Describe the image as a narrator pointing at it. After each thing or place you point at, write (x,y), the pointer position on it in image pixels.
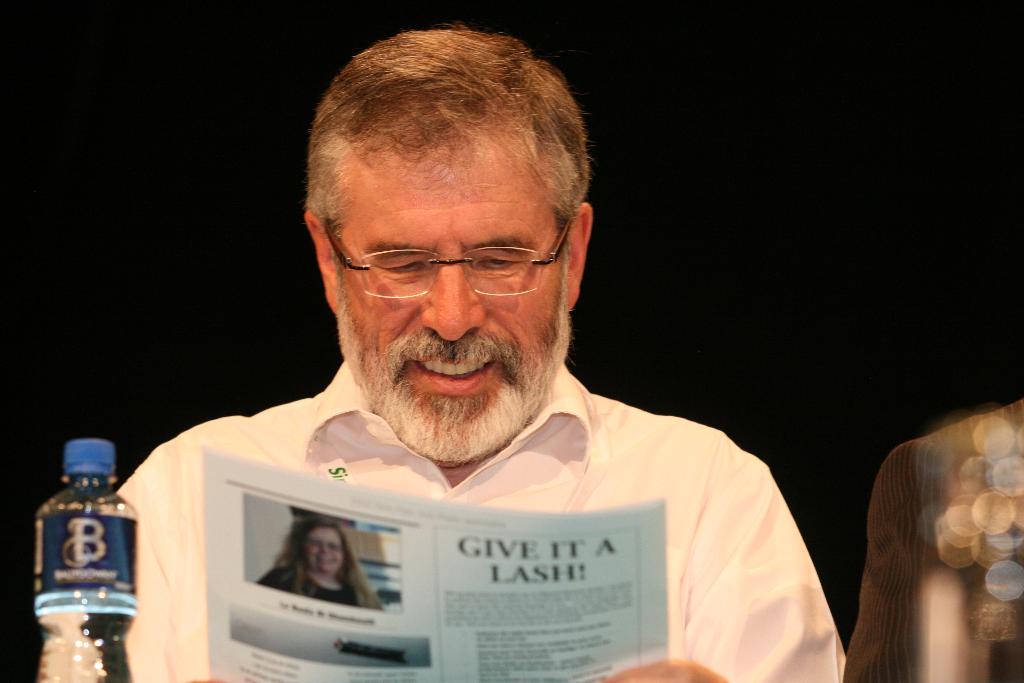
a person (507,431) is wearing a white shirt (684,580) and holding a paper (494,634) in his hand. in front of him there is a water bottle (80,602).
